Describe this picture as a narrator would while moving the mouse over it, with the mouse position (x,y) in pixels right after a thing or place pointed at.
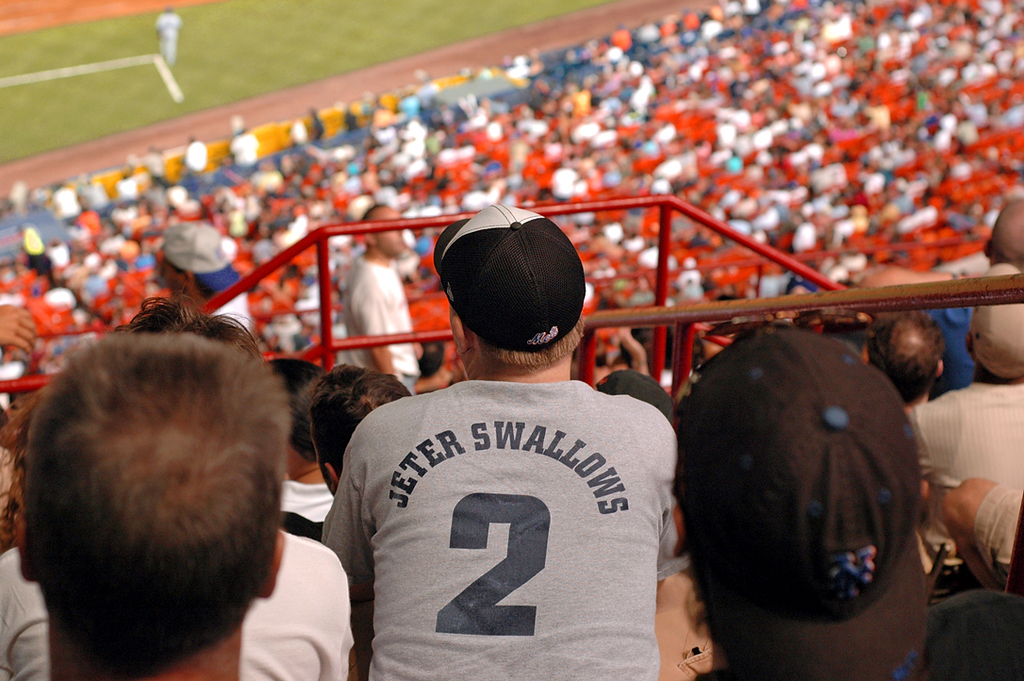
In this image there are so many people (264,473) sitting at the stadium (881,12) and watching at the ground (219,96) where a person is standing.
